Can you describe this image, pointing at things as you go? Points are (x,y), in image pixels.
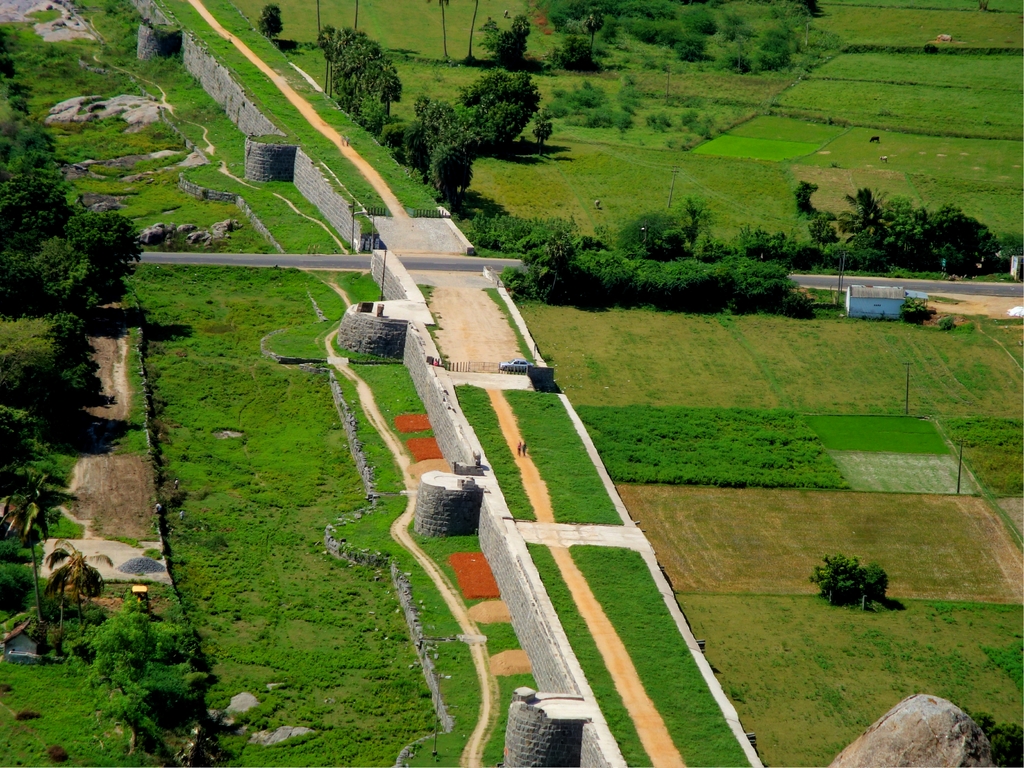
This is the aerial view of certain area (566,398) in which we can see some trees (274,8), grass (308,49), road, wall (419,323), vehicles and some persons (437,359) walking through the walkway (480,291).
